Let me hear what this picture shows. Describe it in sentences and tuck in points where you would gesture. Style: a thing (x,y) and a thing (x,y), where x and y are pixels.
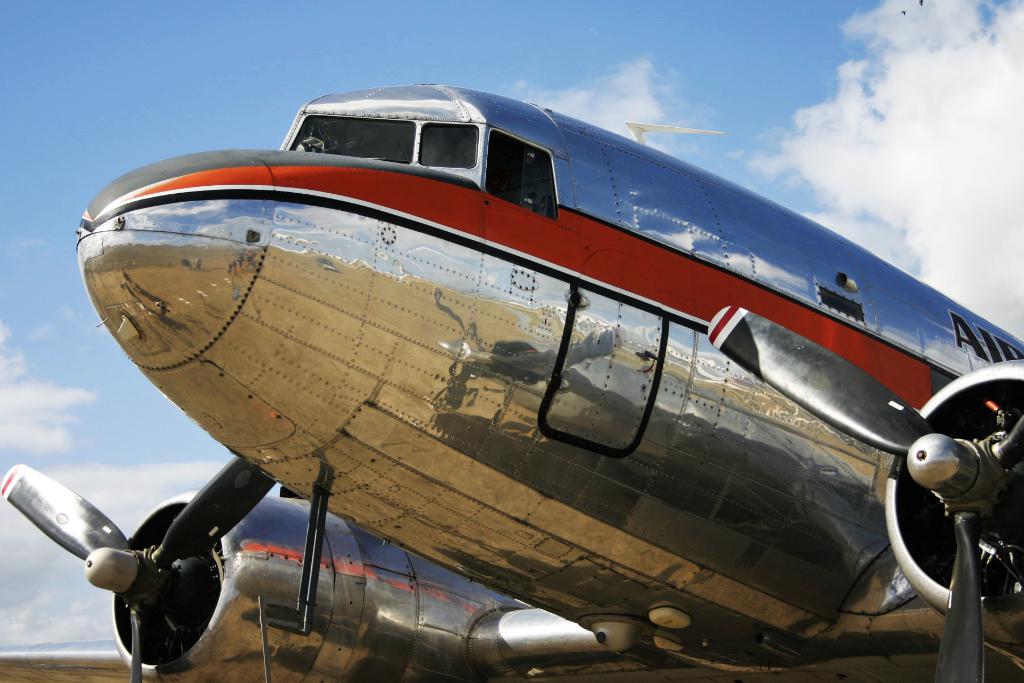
In this image in the front (362,473) there is an airplane (596,506) with some text (1002,346) written on it. In the background (75,406) the sky (115,387) is cloudy.
